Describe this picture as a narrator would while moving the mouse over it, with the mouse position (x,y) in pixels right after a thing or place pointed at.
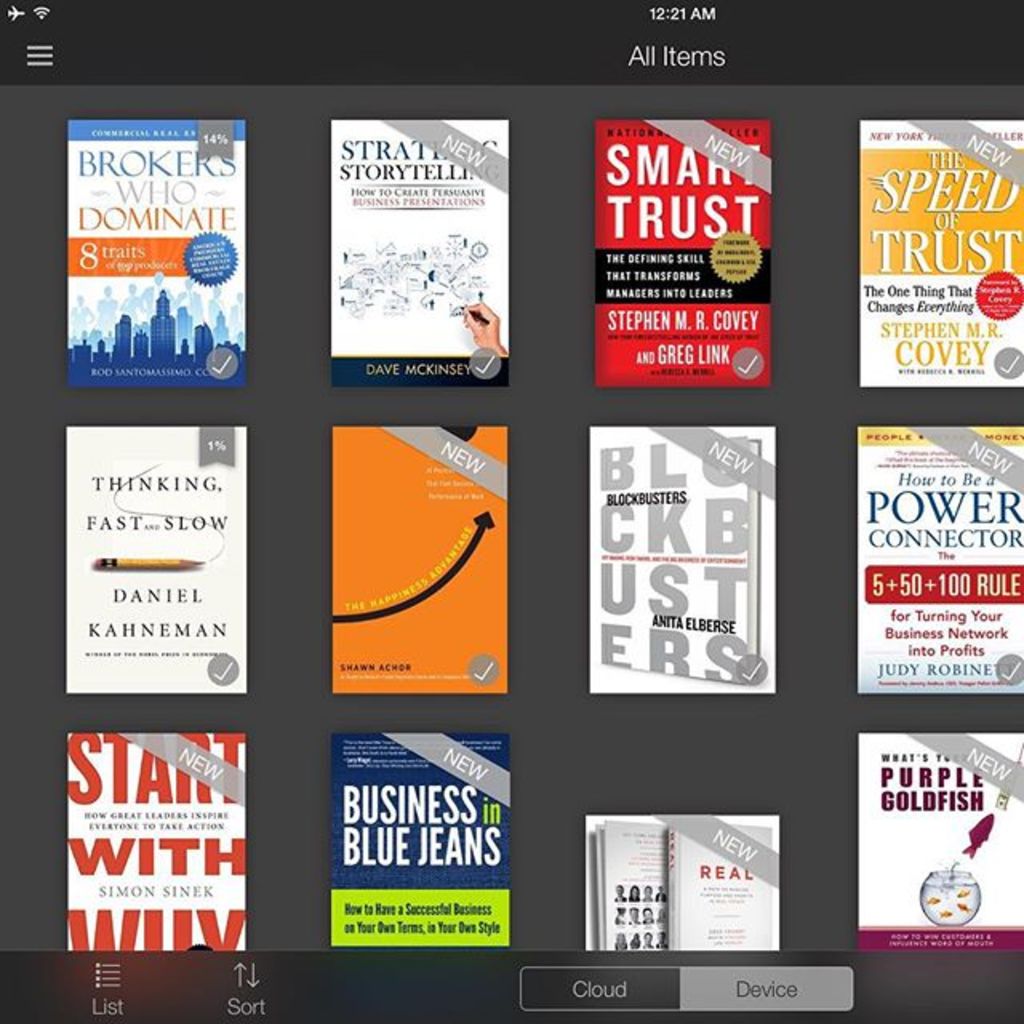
This image is of a screen (387,568) in which there are front view of books (352,267). At the bottom of the image (561,975) there are options (245,995).
